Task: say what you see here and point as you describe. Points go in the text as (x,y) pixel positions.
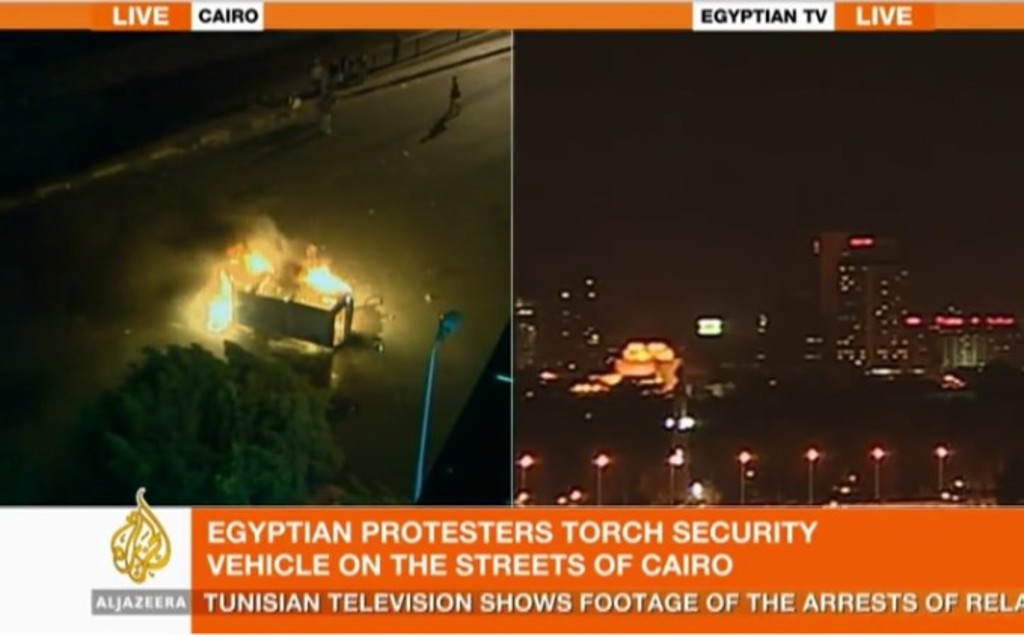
In this image we can see some text (304,537) here. This picture is taken in dark where we can see an object (305,290) is with fire (220,290), we can see tree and the light pole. This picture is taken in dark where we can see buildings (933,348).
